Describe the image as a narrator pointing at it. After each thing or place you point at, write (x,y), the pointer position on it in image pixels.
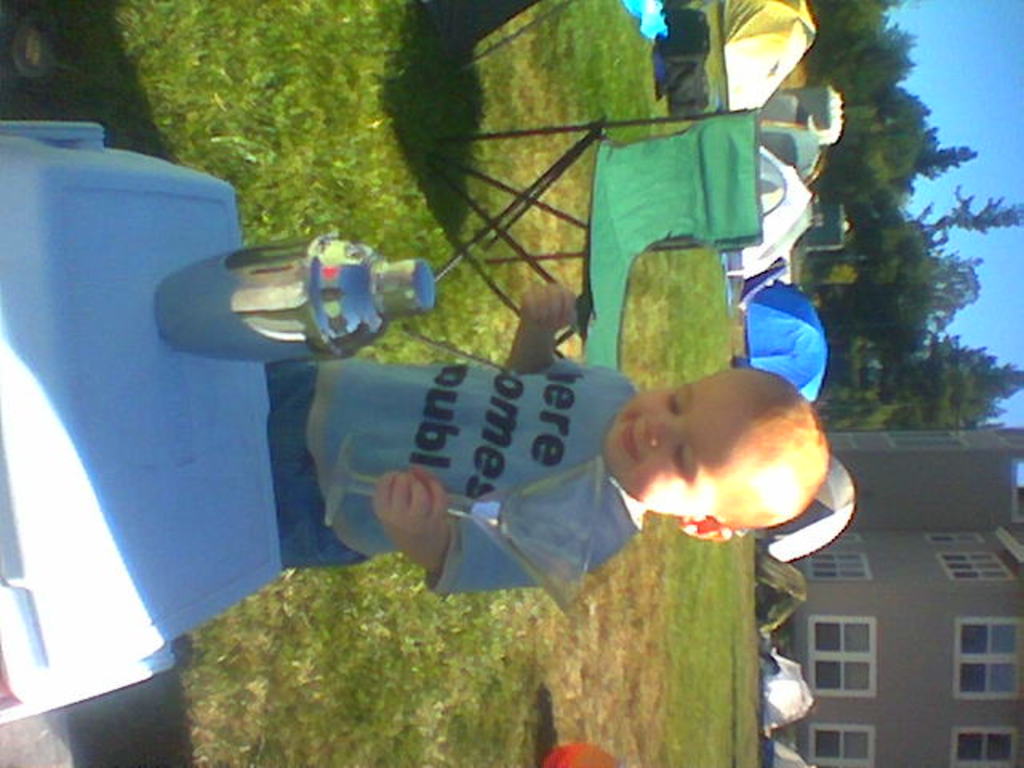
In the picture there is a baby (478,446) catching a glass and standing on the ground (379,565), there is a table (161,376), on the table (174,403) there is a bottle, behind the baby (469,462) there is a chair (691,190), there is grass (653,608), there are many tents (791,108) present, there are trees (867,417), there is a building (992,454), there is a clear sky (959,47).
